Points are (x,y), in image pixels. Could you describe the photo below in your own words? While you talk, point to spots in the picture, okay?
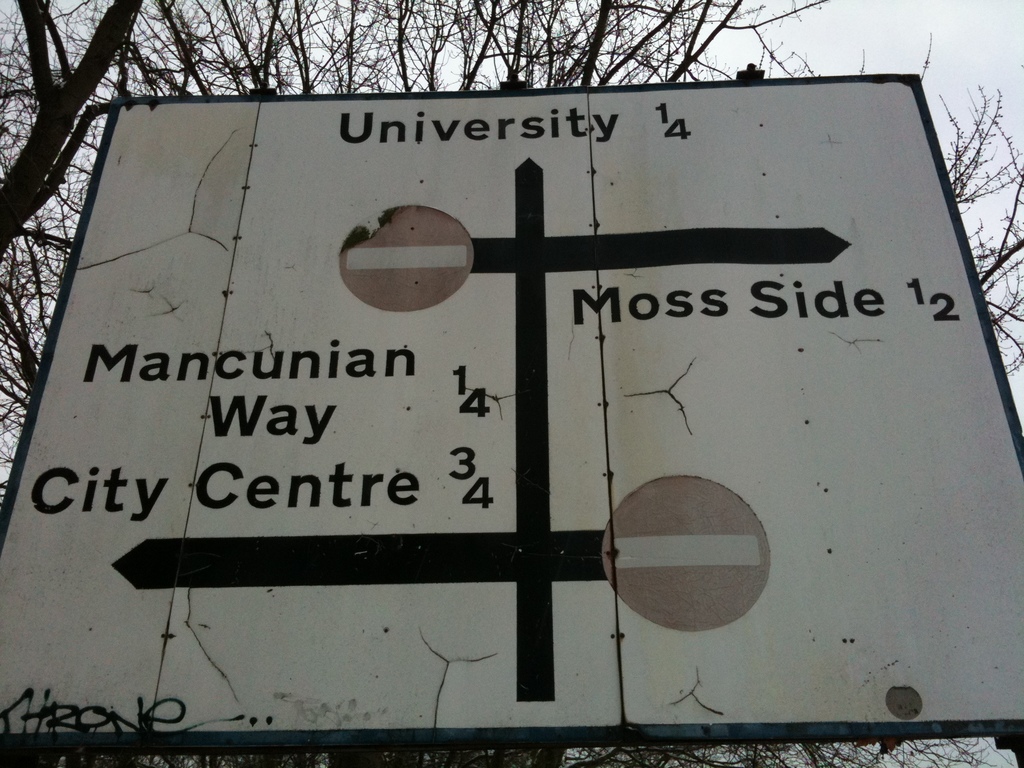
In this image we can see few trees (331,46). There is some text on the board (631,483). There are some directions (475,240) on the board (503,184). We can see the sky (888,17) in the image.
